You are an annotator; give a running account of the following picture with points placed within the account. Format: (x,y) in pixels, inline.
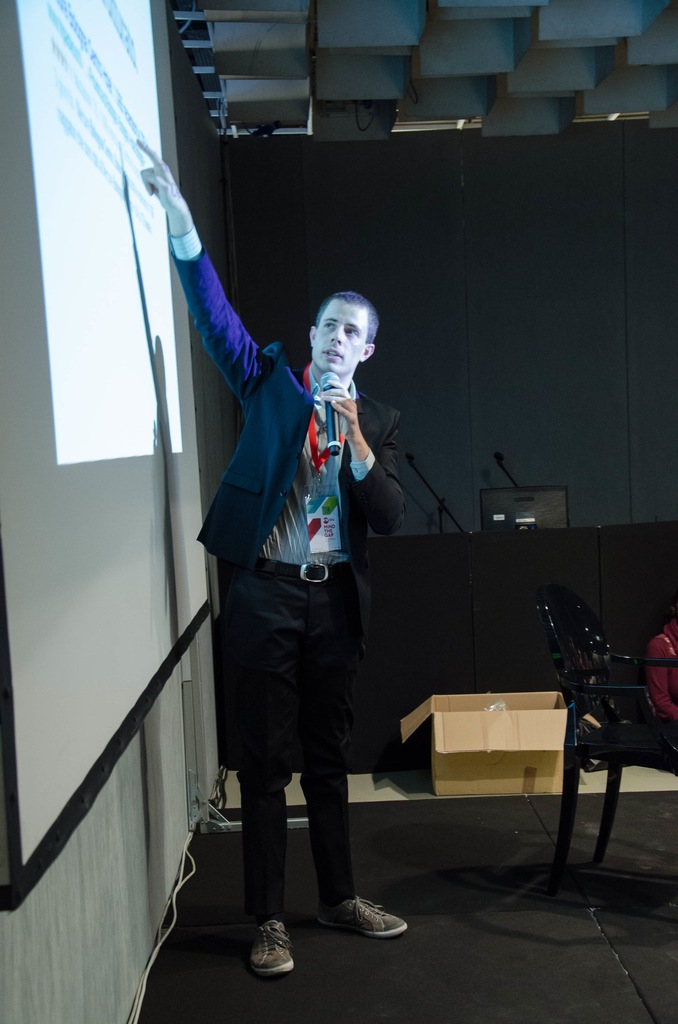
In this picture we can see a man (300,566) is standing and holding a microphone (333,432), on the left side (54,608) there is a projector screen (134,630), on the right side (638,746) there is a chair (638,746), in the background (546,744) we can see a cardboard box (519,724) and a laptop (557,500), there is the ceiling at the top of the picture (389,125).
